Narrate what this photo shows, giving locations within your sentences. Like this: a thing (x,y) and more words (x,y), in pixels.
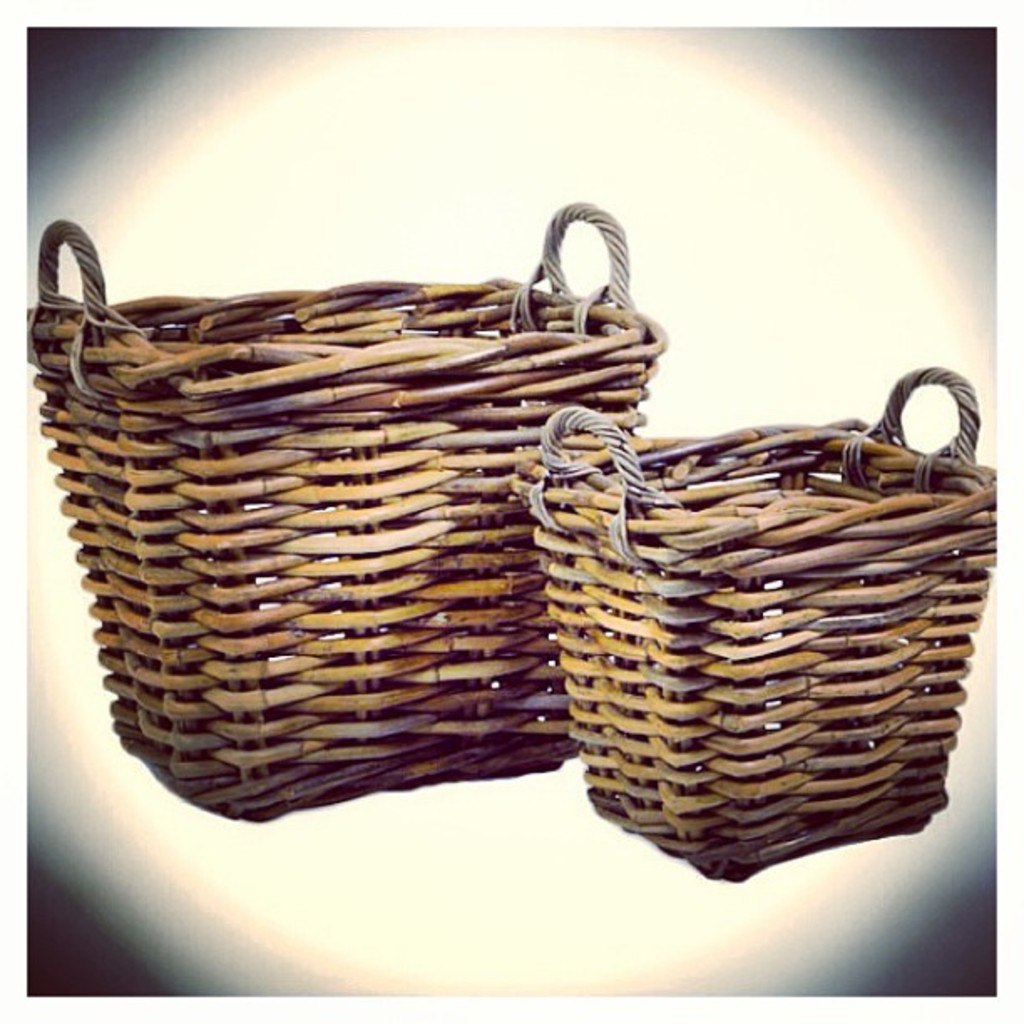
This is an edited image. I can see two baskets (374,589) with handles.
